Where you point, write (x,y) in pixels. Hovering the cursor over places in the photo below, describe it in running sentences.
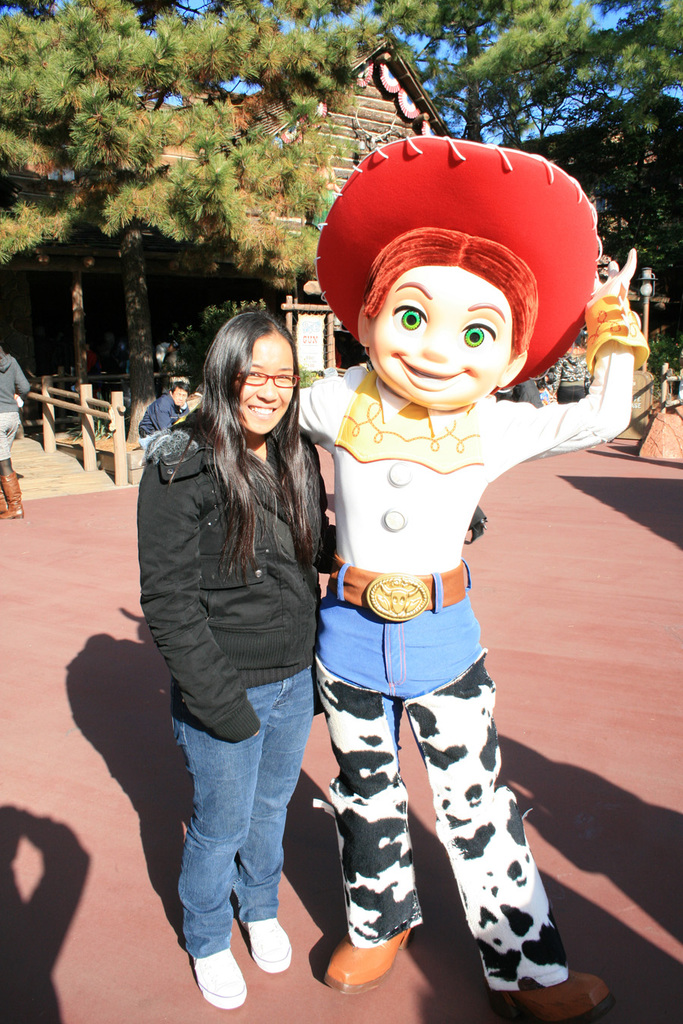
In this image there is a woman (239,417) with a smile on her face (255,381) standing beside a doll (384,561), behind the woman (265,439) there is a person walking on the stairs (28,457) and there is another person (159,428) seated, behind that person (164,406) there are trees (175,109) and a house (387,122).
